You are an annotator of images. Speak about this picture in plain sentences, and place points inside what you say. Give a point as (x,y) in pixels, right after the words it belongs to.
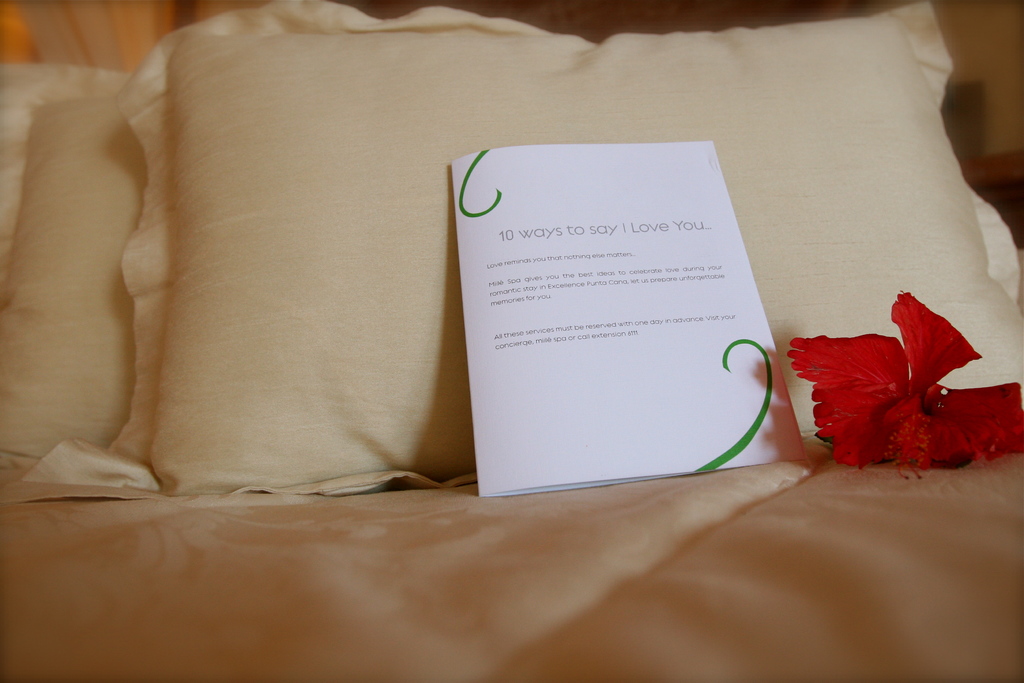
In this image there is a bed (945,568), on that bed (1007,505) there is a flower (857,416), pillows (774,50) and a card (475,378), on that card (593,269) there is some text (578,279).
